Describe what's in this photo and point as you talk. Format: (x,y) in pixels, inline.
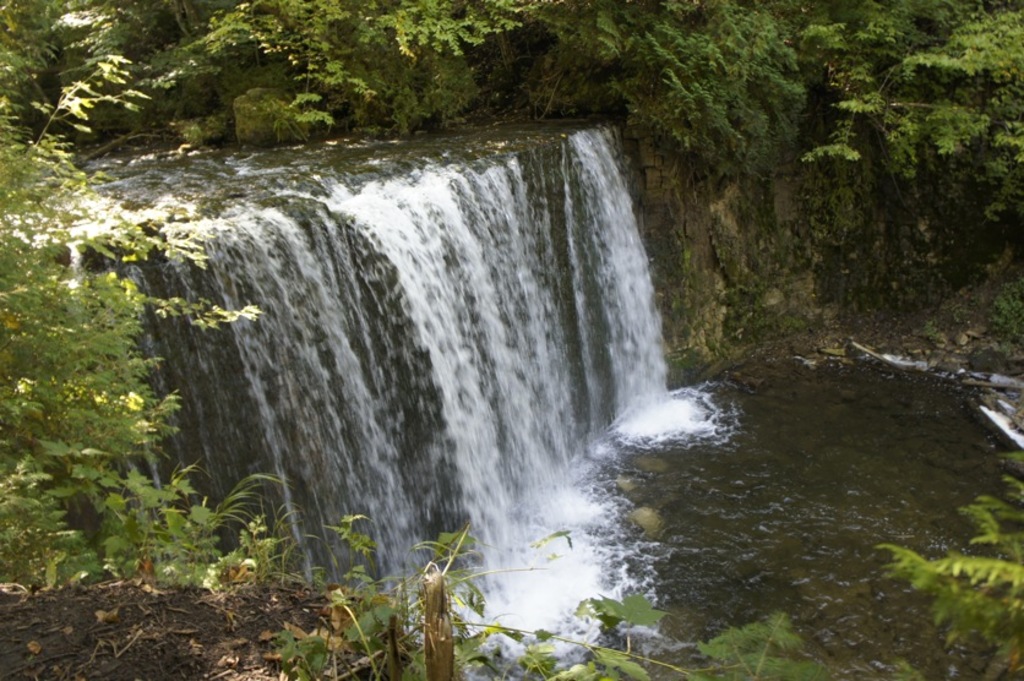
In this picture there is a waterfall (386,255) and there are trees (768,22). At the bottom (654,538) there is water (634,539). In the foreground (54,656) there is mud (70,652).
